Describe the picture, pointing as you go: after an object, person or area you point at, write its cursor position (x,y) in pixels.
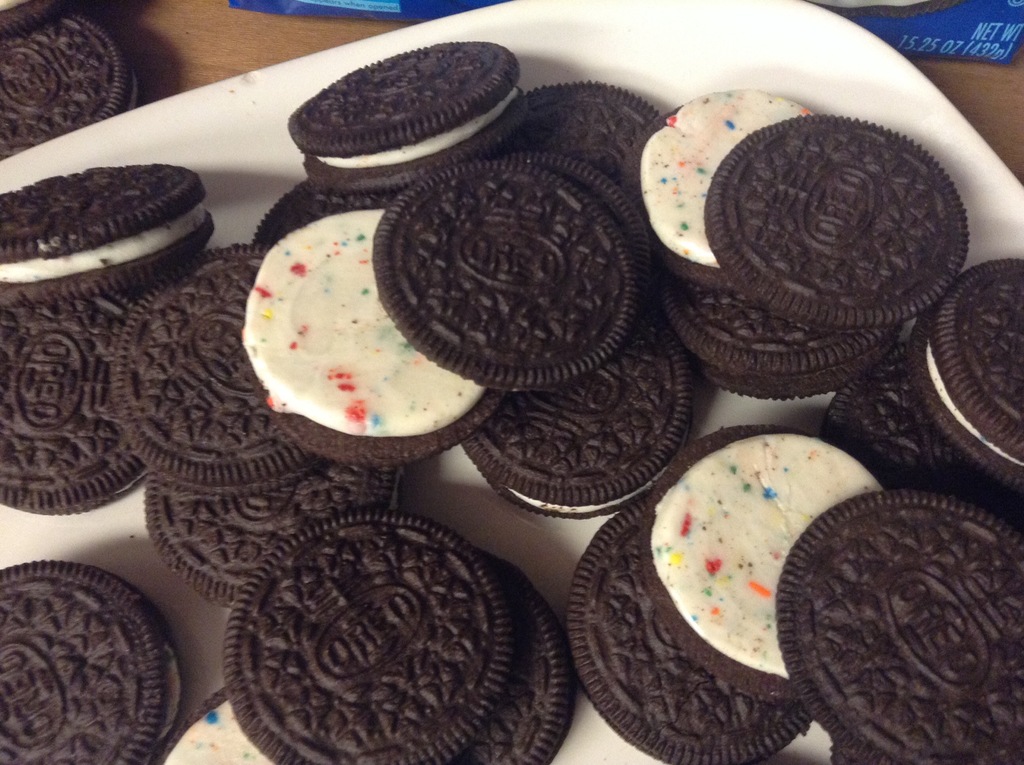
As we can see in the image, there are few cream biscuits (588,417). The biscuits (495,317) are in brown color and the cream (308,274) is in white color. The biscuits (293,739) are kept on the plate (606,58). The plate (363,54) is on table (227,49).
